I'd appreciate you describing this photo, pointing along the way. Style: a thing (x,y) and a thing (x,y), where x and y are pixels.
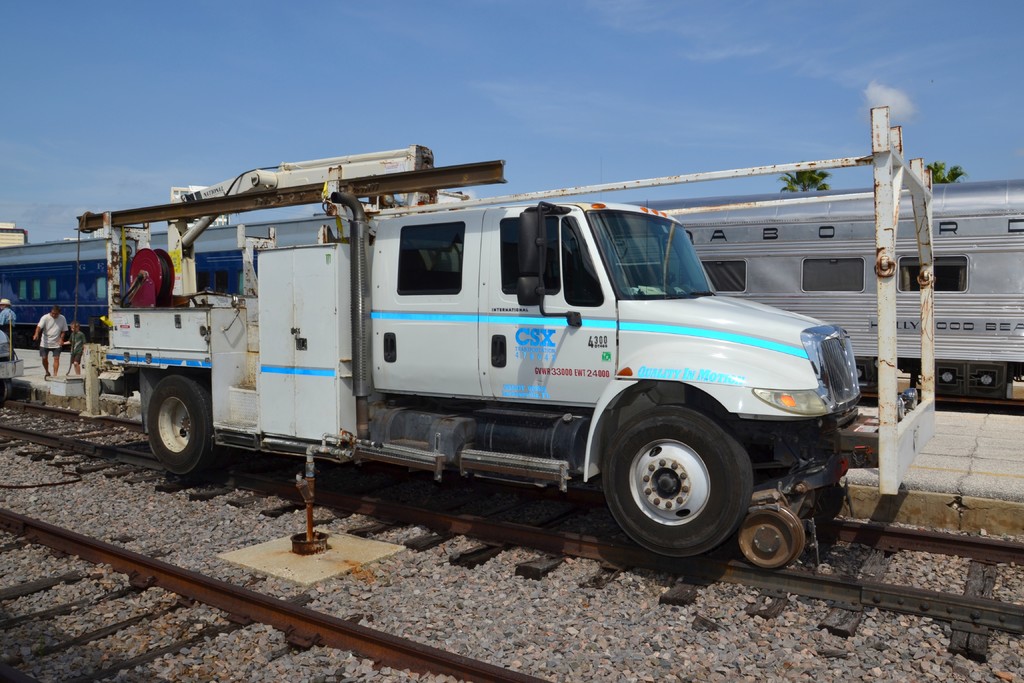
In this image we can see a van (479,411) on a railway track (458,529). Behind train (761,241) is there. The sky (72,235) is in blue color. Left side of the image (46,320) on platform (40,372) people (44,336) are standing.
